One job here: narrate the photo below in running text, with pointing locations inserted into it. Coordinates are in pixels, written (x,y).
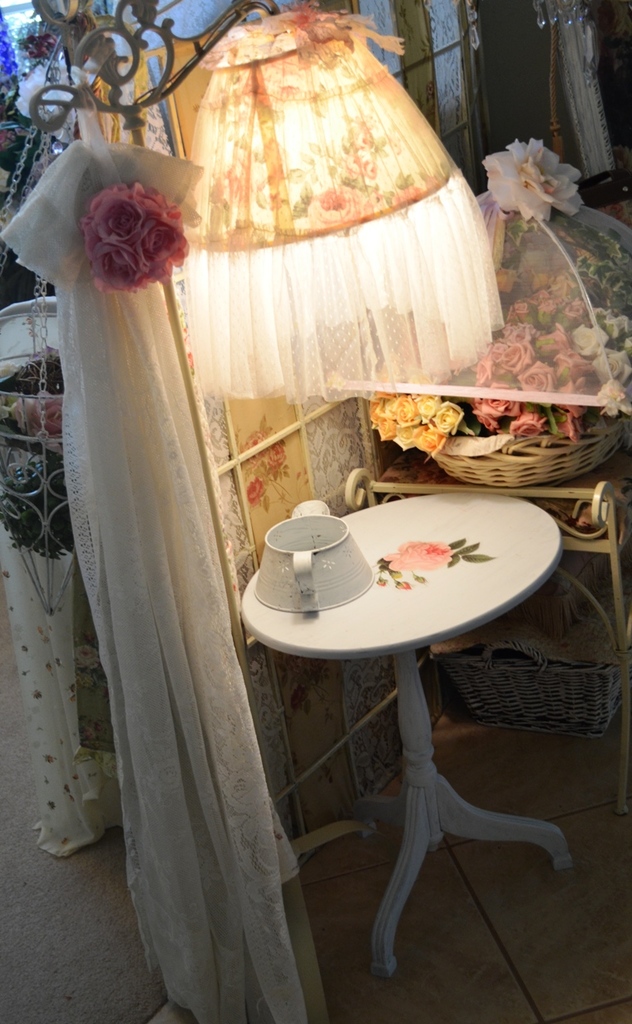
In this picture, we see a white table (326,629) on which white bowl (295,565) is placed. Beside that, we see a flower basket (518,430). Above the table (462,548), we see a lamp (309,215) and beside that, we see a white curtain (132,510). On the right top of the picture (440,62), see windows (441,70).
